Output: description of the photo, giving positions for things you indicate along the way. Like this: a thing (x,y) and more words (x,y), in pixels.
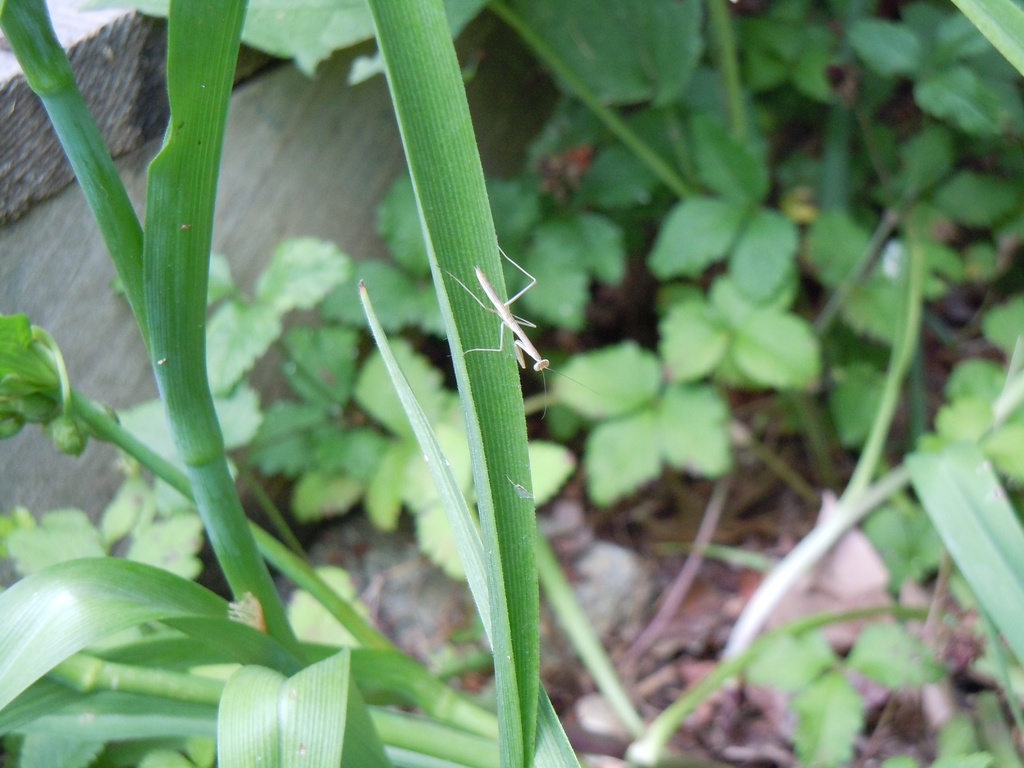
In the image we can see some plants (482,240), on the plant (482,240) we can see an insect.
